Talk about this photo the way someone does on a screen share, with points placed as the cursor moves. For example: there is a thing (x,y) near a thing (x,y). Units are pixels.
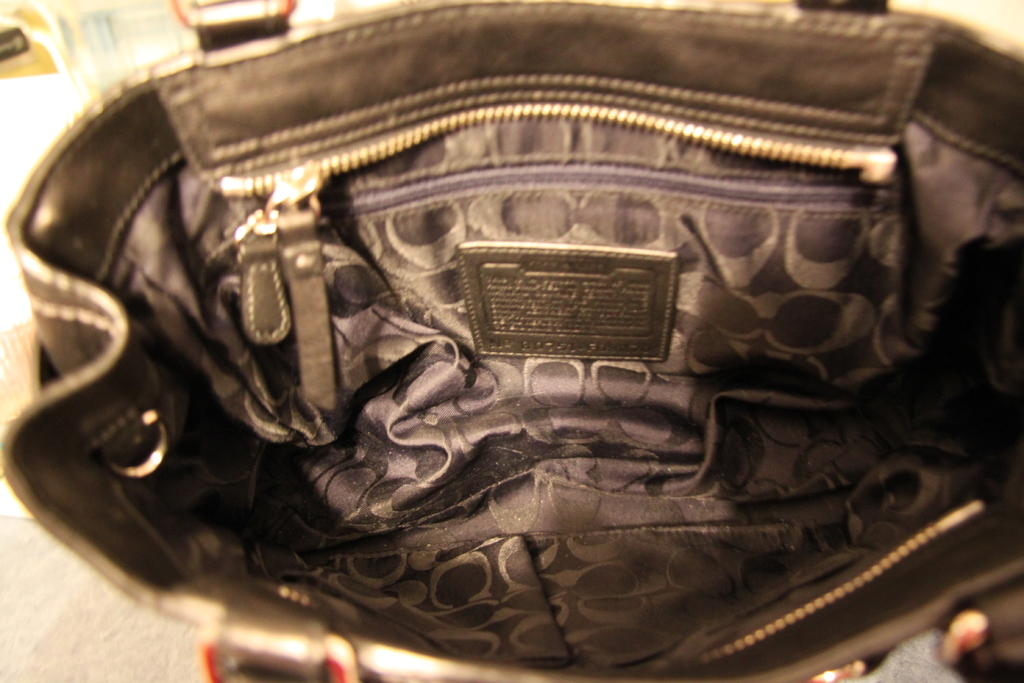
This is the inside view of a handbag (592,515).
